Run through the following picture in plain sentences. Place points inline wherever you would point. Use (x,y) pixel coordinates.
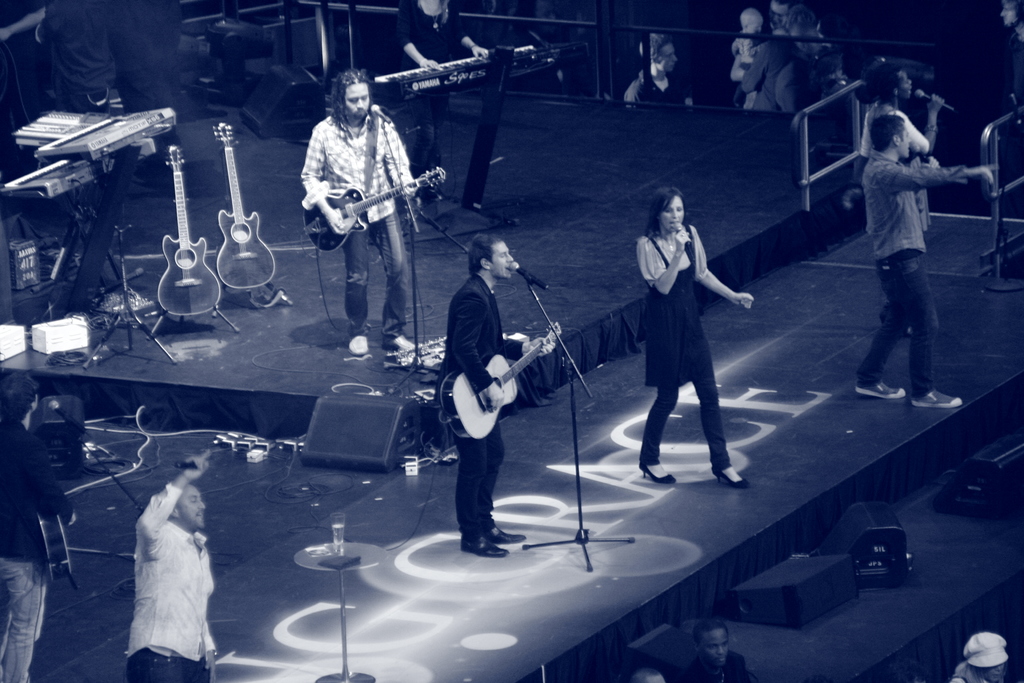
This is a black and white picture. Here we can see some persons (162,653) are standing on the floor (512,502). These are some musical instruments (75,145). She is singing on the mike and they are playing guitar (313,234).
